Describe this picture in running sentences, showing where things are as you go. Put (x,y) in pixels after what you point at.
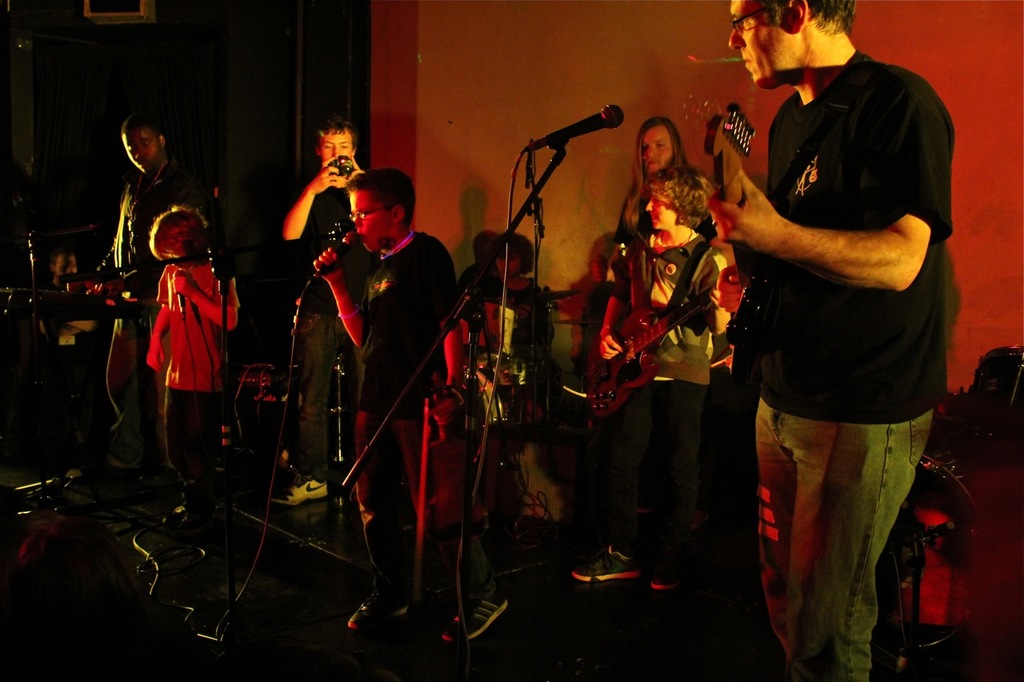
In this image I see people (294,232) who are standing and few of them are holding guitars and few of them are holding mics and this man (331,140) is holding a camera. In the background (315,147) I see the wall (362,42).
